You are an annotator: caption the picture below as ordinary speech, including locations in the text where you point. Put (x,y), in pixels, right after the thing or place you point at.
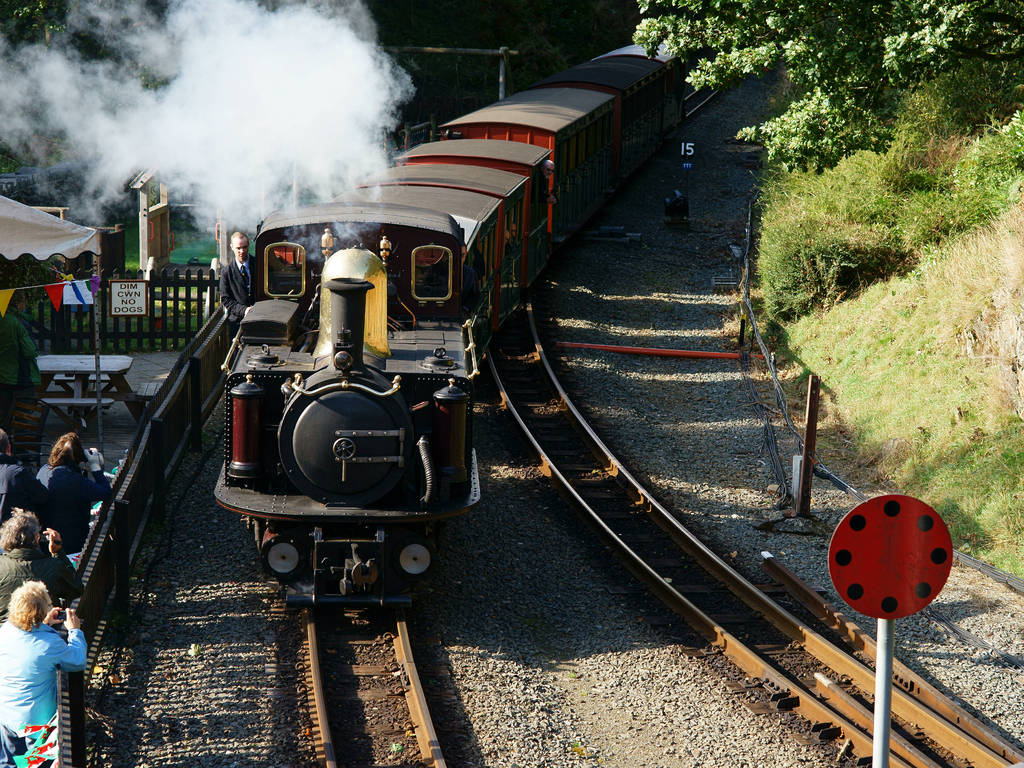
In this picture I can see the tracks (599,446) in the center (563,403) and I see a train (404,256). On the left side of this image (162,275) I can see the railings (115,333) and I see few people (30,357) who are standing. On the top of this picture (257,109) I can see the smoke (161,121) and on the both sides of this image I can see the trees (953,33). On the right bottom of this picture (883,687) I can see a pole (878,736) on which there is a red color thing (926,566) and I can see the stones (570,715) on the ground (462,627).
